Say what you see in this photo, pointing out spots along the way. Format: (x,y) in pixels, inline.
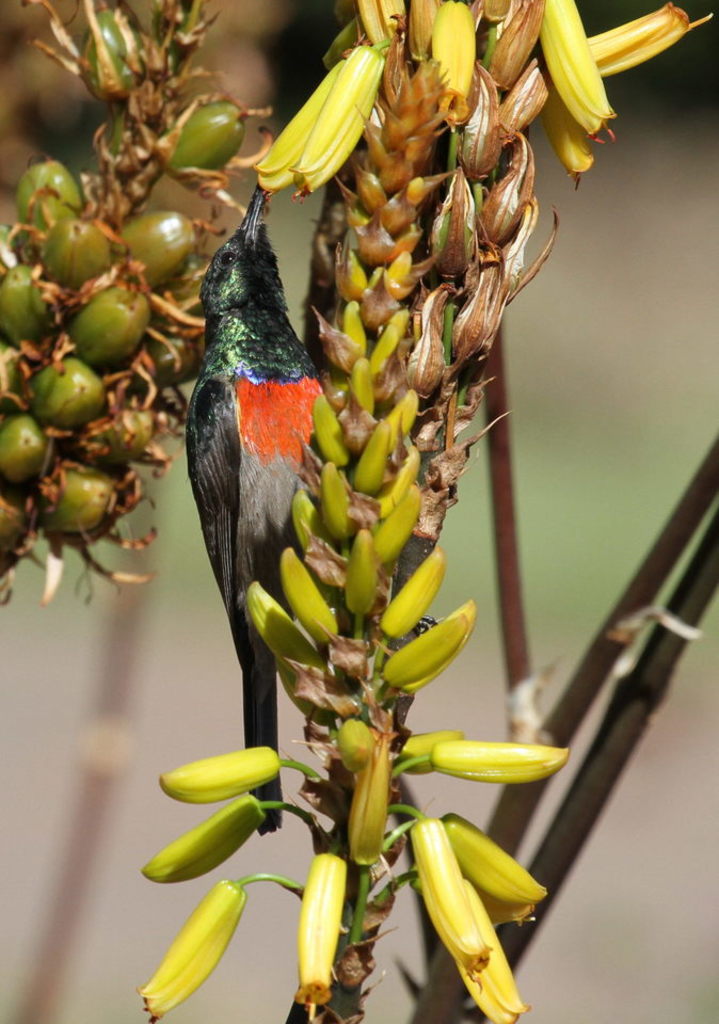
In this image we can see a bird (305,417) on a plant (326,652). In the background (155,101), we can see some fruits (73,329) to a plant (155,114) and some poles (508,653).
